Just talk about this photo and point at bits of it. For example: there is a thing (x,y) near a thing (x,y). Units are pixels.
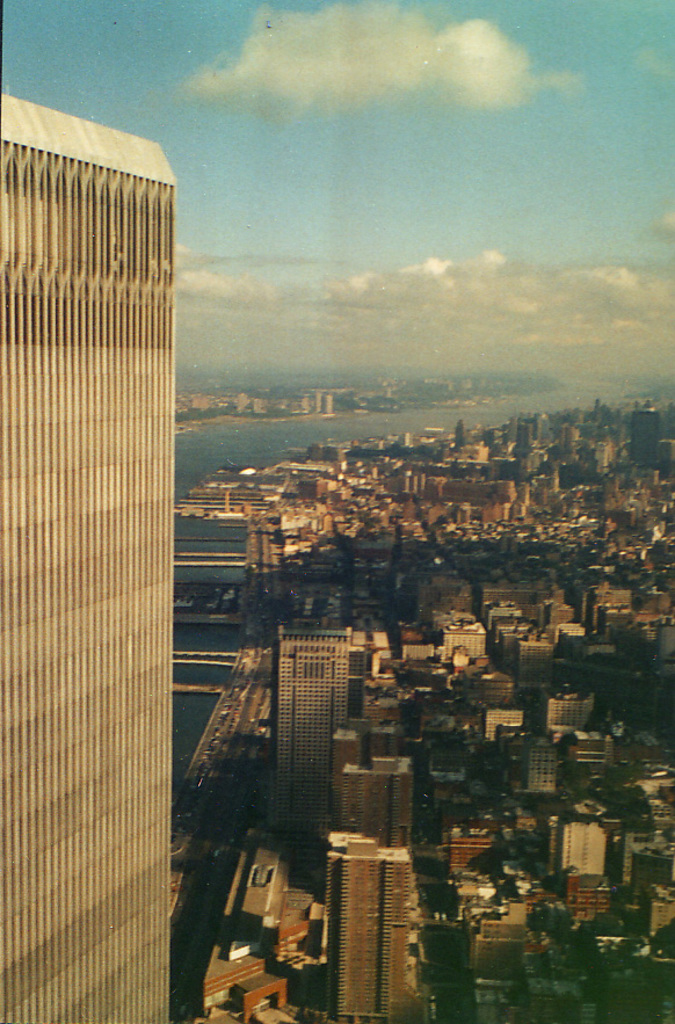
In this image there is the sky (421,159), there are clouds (410,277) in the sky (417,280), there is a river (356,416), there are buildings (406,929), there are trees (578,932), there is a building (127,257) truncated towards the left of the image (86,570).
